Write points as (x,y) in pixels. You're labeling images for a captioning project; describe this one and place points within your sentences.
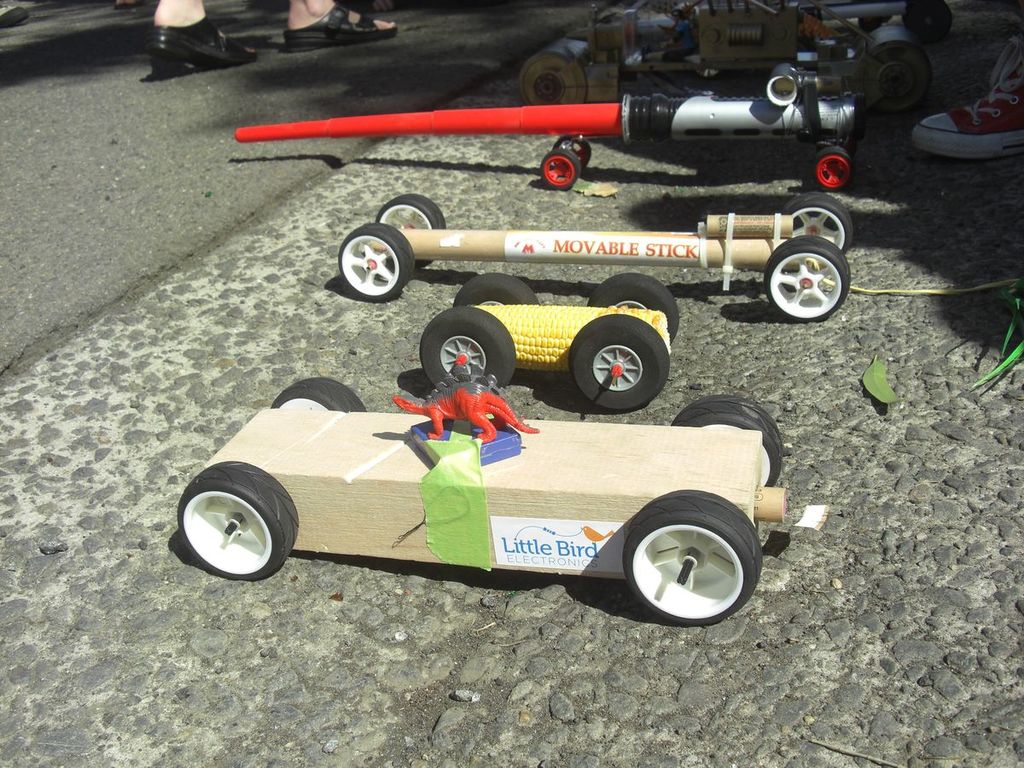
In the foreground of this image (708,515), there are man made motor vehicles (664,481) on the road (766,157) and we can also see legs (306,18) of few persons (1009,119) on the left (180,22) and the right.
